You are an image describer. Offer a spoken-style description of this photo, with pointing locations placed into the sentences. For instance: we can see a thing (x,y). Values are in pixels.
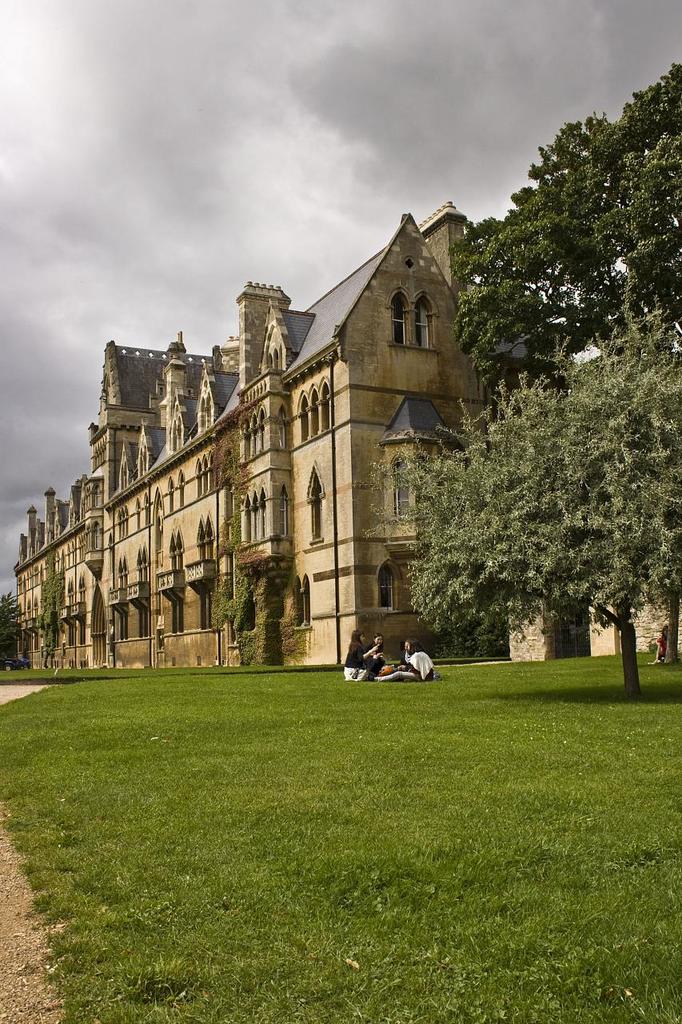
In this image I can see few people (365,673) sitting on the grass (347,757) and wearing the different color dresses (376,679). To the side I can see the big tree (596,421). To the side of the tree (505,601) there is a building (255,527) which is in brown color and I can see many windows (95,537) to it. In the background (178,253) I can see the cloudy sky (208,195).
